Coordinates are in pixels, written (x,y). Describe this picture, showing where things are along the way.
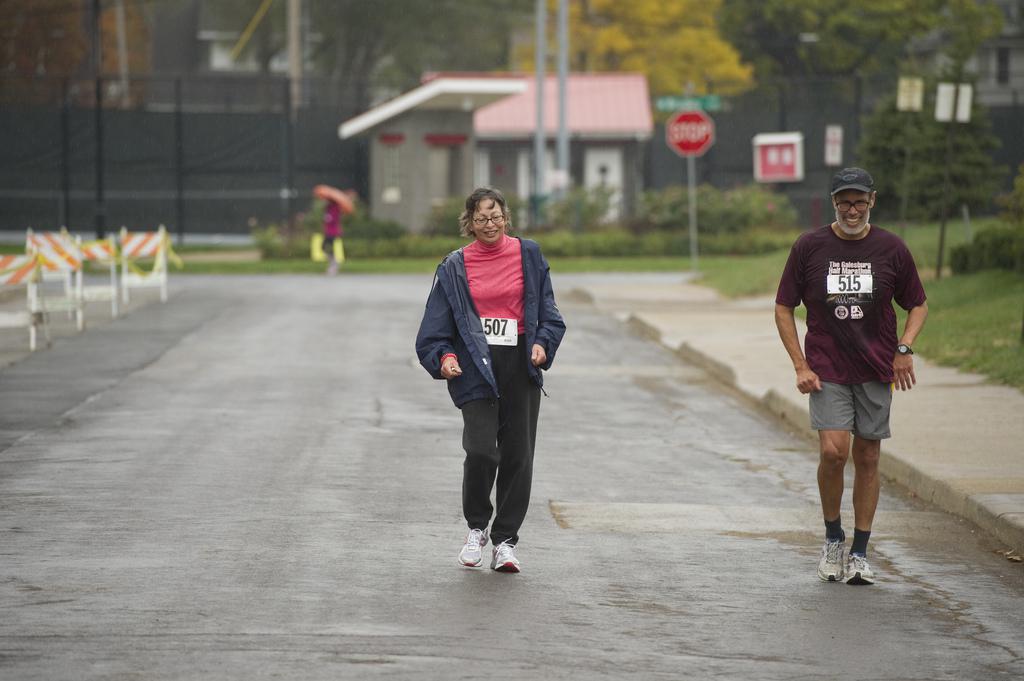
In the middle of the image (512,426) three persons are walking on the road (242,342) and they are smiling and she is holding an umbrella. Behind them there are some trees (889,156), grass (1010,297), poles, buildings (613,178), fencing (63,128) and there are some plants (742,215). On the left side of the image (130,203) there is fencing (35,239).
